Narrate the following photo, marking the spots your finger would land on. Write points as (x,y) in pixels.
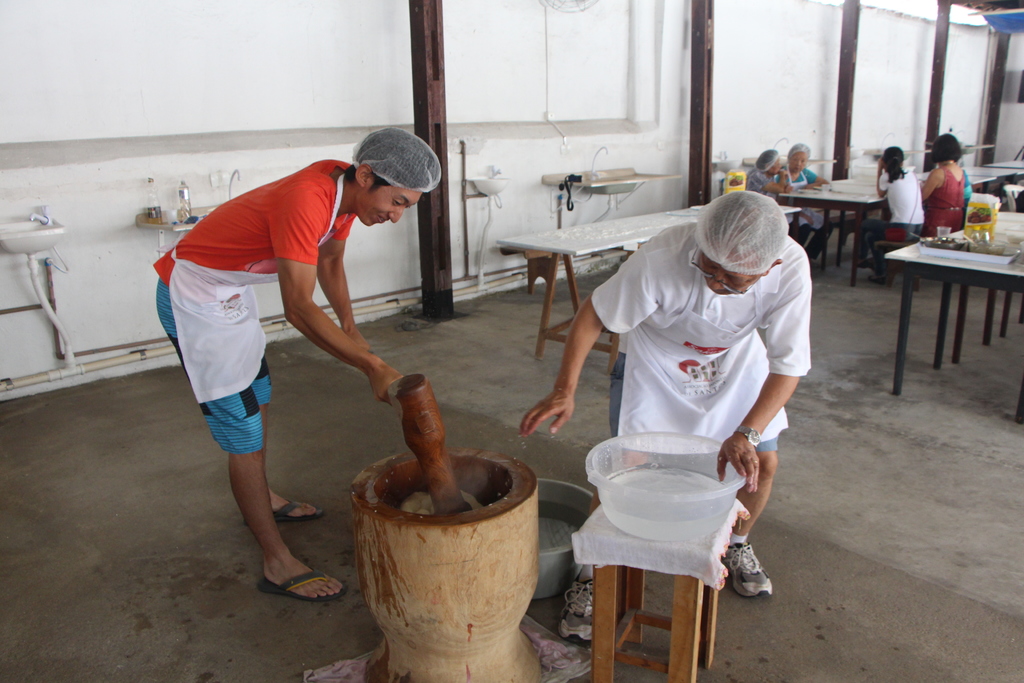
In this image there are group of persons (970,187) sitting at the right side of the image (819,180) and at the middle of the image (382,374) there are two person (761,498) who are doing some work.
